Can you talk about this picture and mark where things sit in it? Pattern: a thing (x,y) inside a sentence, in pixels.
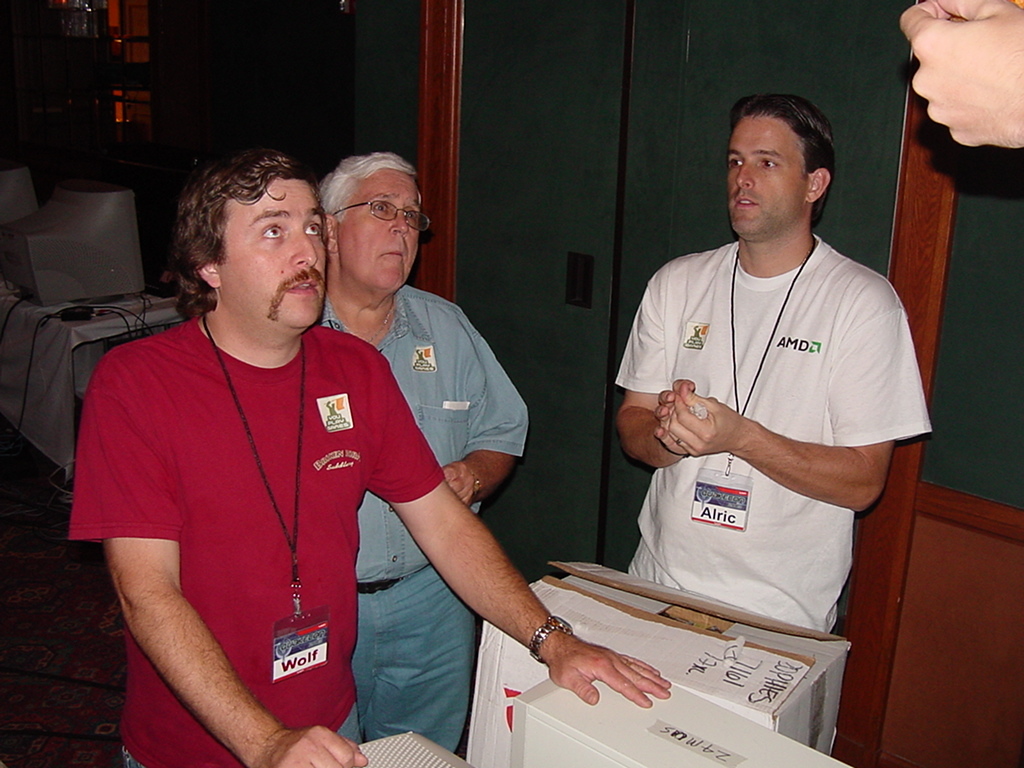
In this image we can see a few people (993,96) standing, we can see the cardboard box (491,712), few objects (696,714), we can see the few objects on the table (62,346), on the right (911,242) we can see the wall (1008,276).
